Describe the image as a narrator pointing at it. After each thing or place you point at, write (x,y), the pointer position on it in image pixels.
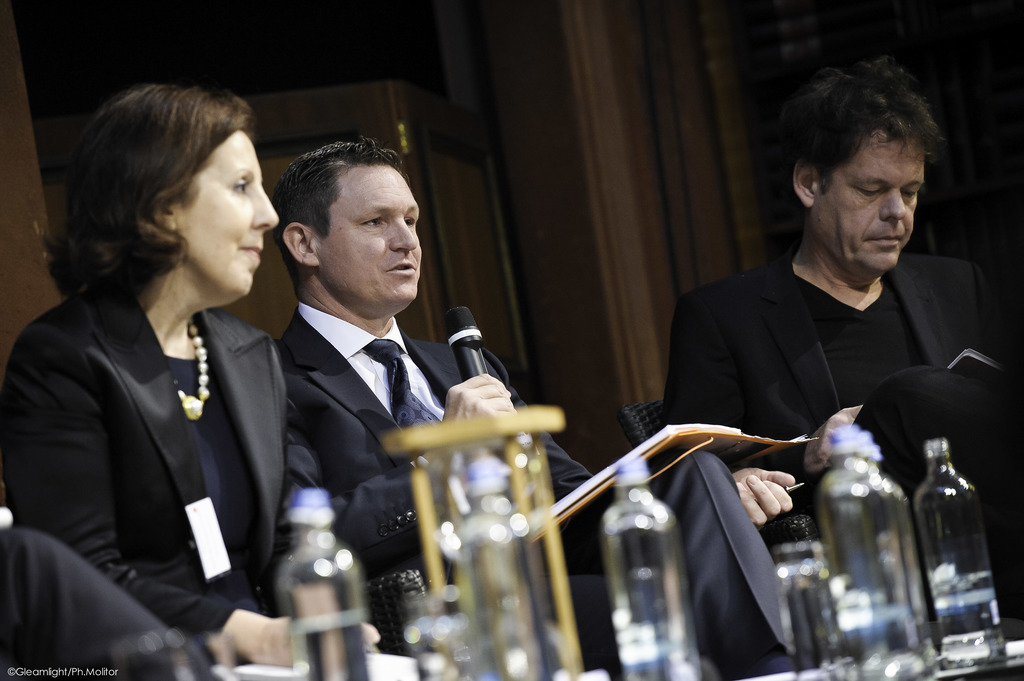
There are three people (340,346) sitting. The person (434,357) in the middle (422,355) is holding mike (470,376) and talking. These are the bottles (493,573) placed on the table (959,672).
